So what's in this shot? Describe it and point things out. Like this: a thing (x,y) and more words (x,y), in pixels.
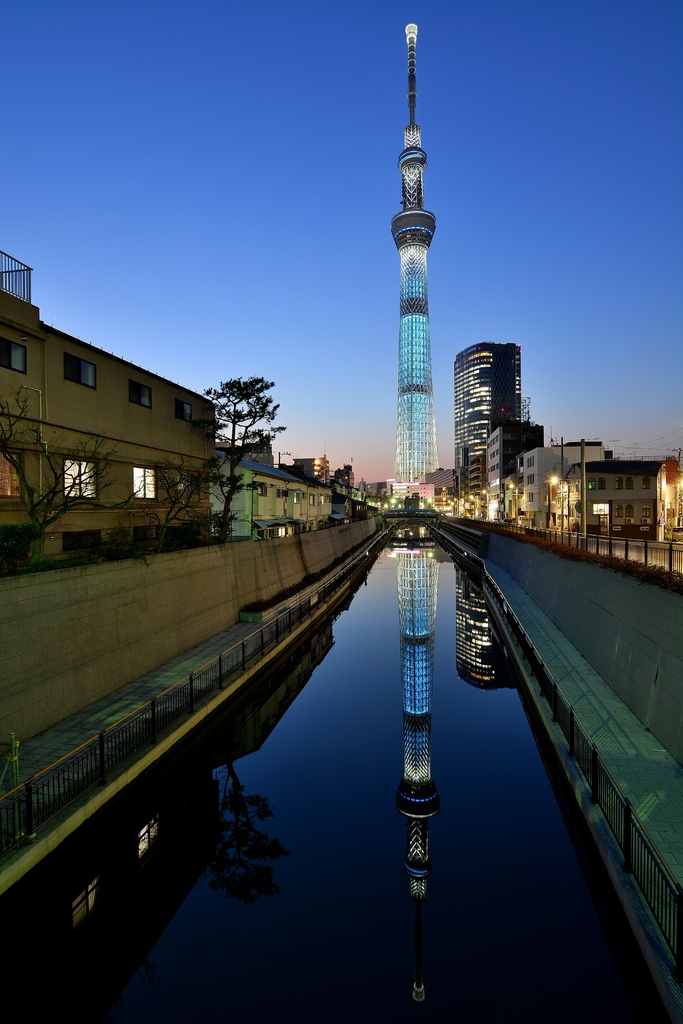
In the image we can see a tower (423,421) and many buildings (207,454). These are the windows (139,476) of the building (152,479), tree (162,476), water (273,760), barrier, lights (666,493), poles (549,504) and a blue sky (159,176). We can even see the reflection (413,673) of the tower (417,369) in the water (382,610).
